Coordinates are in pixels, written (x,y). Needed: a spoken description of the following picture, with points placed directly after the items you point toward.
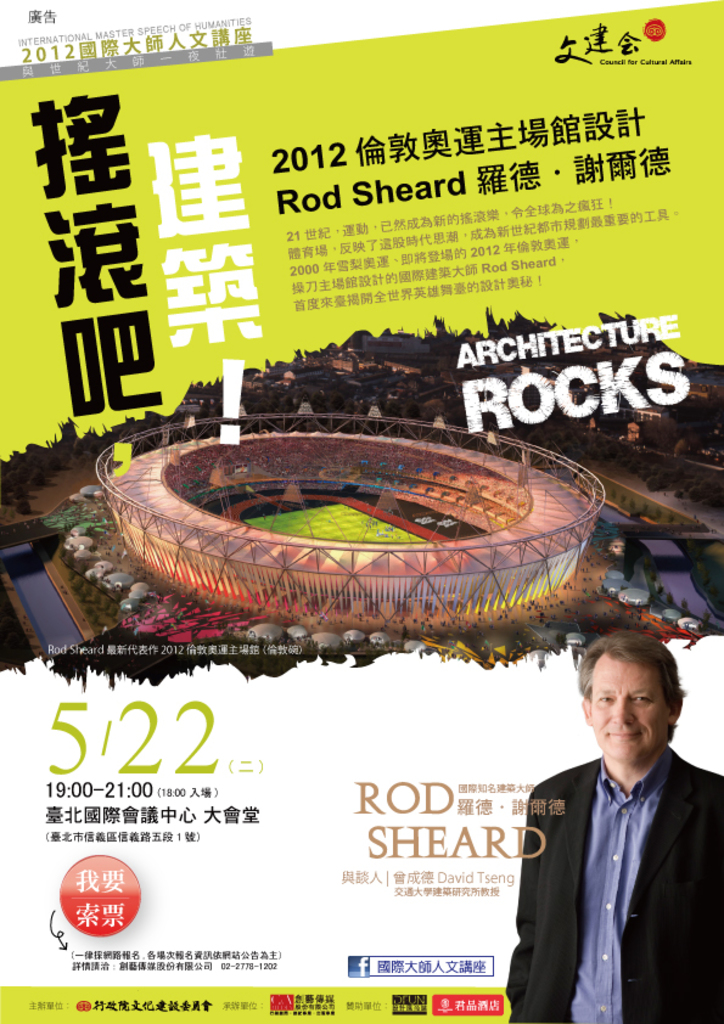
There is a poster (106,709) in which, there are two images (502,466), there are texts (62,159) in different languages, there are numbers (179,795). And the background of this poster (310,873) is green in color.
